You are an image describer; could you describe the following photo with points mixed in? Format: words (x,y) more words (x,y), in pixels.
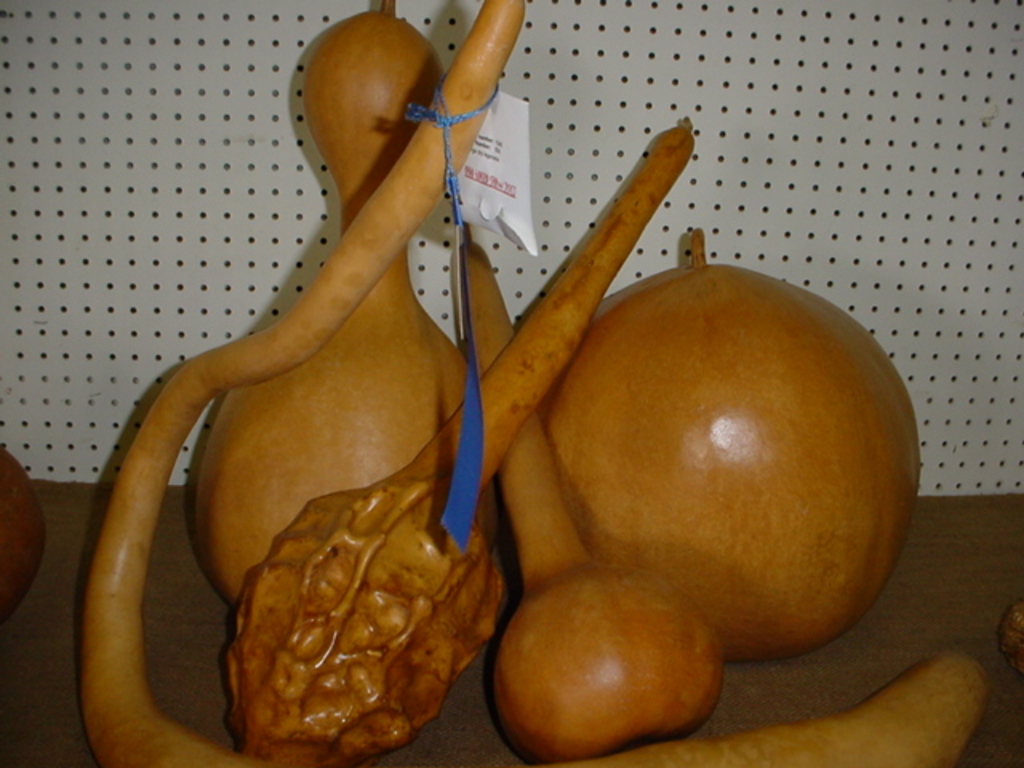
In this image there are few objects (433,538).
